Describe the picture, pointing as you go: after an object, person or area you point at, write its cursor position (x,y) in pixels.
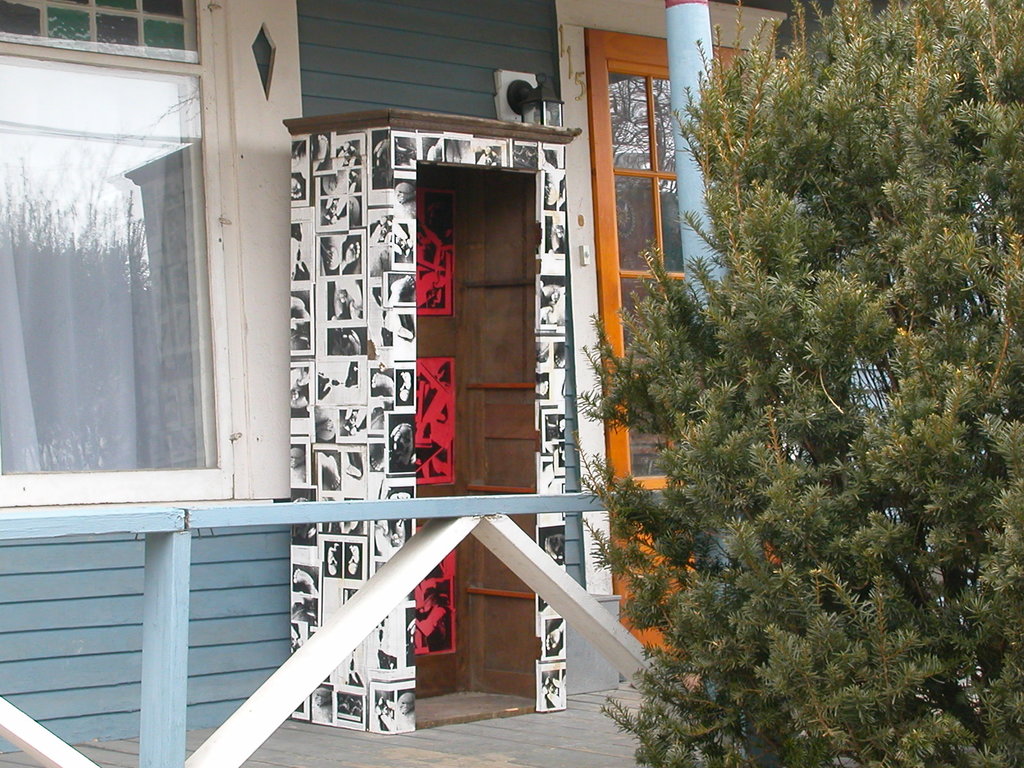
Right side of the image (700,615) we can see tree (639,552) and we can see wall (483,3), pillar (687,248) and glass windows (143,343), through this window (133,351) we can see white curtain (110,390).
